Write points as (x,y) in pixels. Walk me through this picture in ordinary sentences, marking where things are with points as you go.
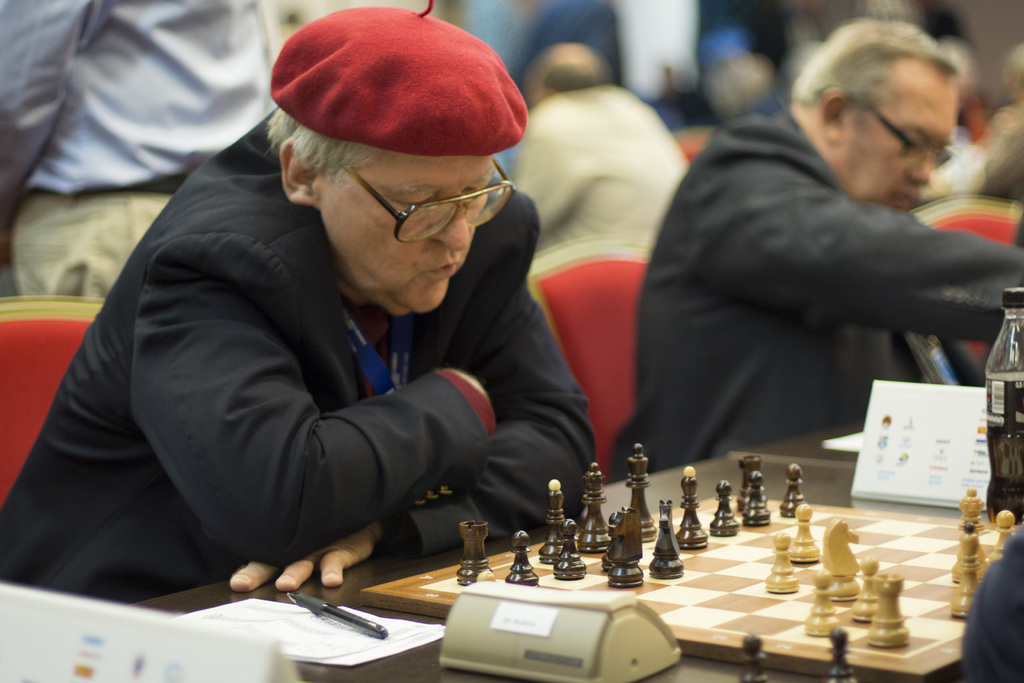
In the image there is a man (197,406) sitting in front of a table (781,450) in the foreground (244,434) and on the table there is a chess board (711,585) and other items (889,403), there are few other people (601,129) around the man (378,102).
